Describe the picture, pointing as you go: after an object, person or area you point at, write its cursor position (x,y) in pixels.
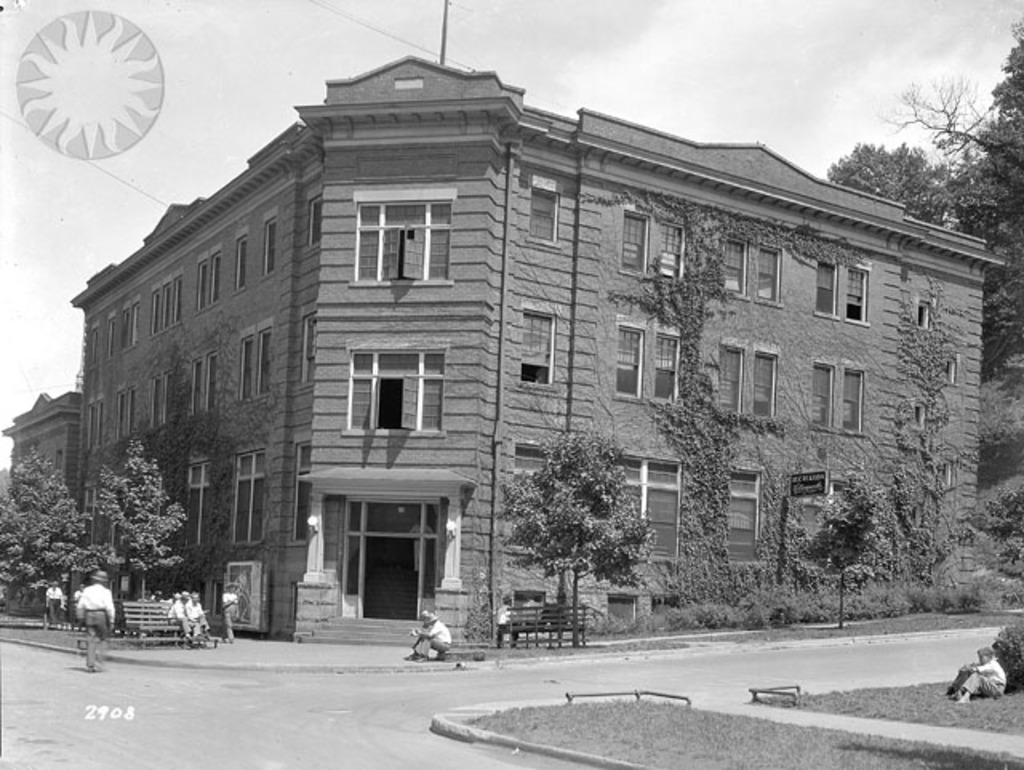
This is a black and white image. In this image we can see buildings (455,336), trees (614,484), persons (201,627) sitting on the benches (136,613) and walking on the roads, information boards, electric cables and sky (104,242) with clouds (783,35).
